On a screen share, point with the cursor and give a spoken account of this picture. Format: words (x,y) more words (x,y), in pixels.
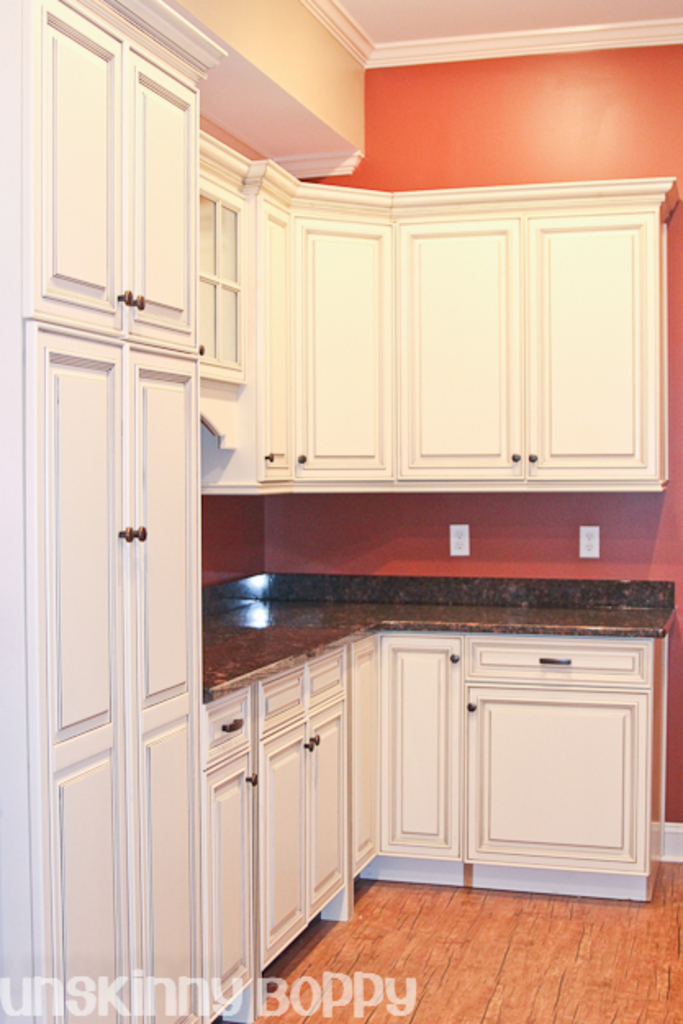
In this image we can see cupboards (377,681) to the wall (520,140) and there are white color objects (465,542) looks like plug boards (593,535) to the wall (495,538).
